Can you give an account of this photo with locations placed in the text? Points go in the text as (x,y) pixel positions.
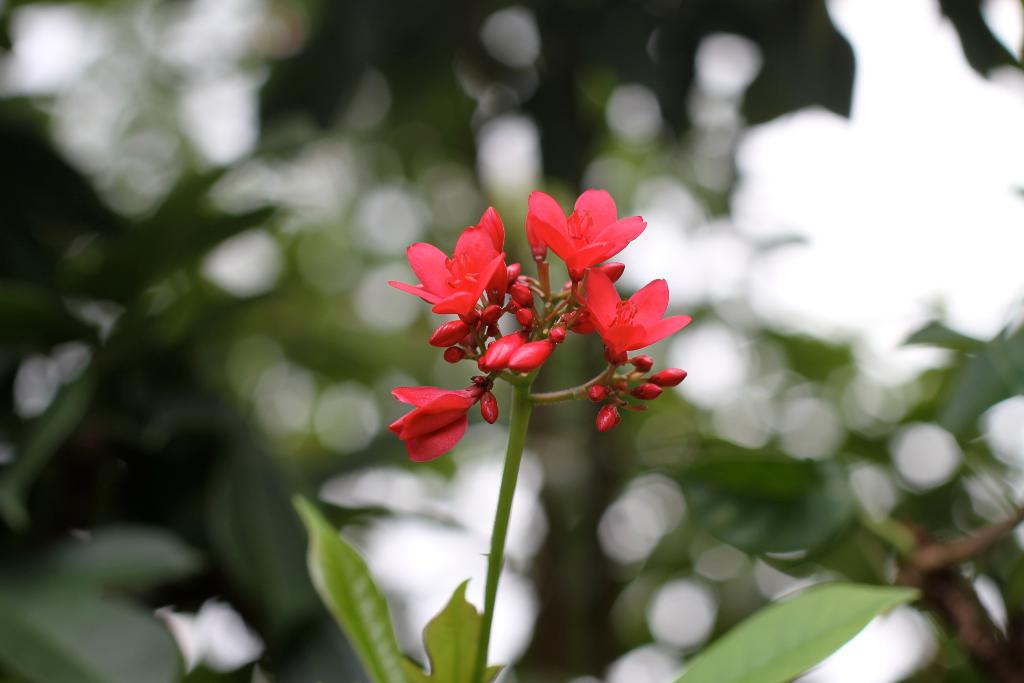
In this picture we can see a few red flowers (568,258), buds (492,365), stem (477,661) and leaves (700,678). Background (388,538) is blurry.
